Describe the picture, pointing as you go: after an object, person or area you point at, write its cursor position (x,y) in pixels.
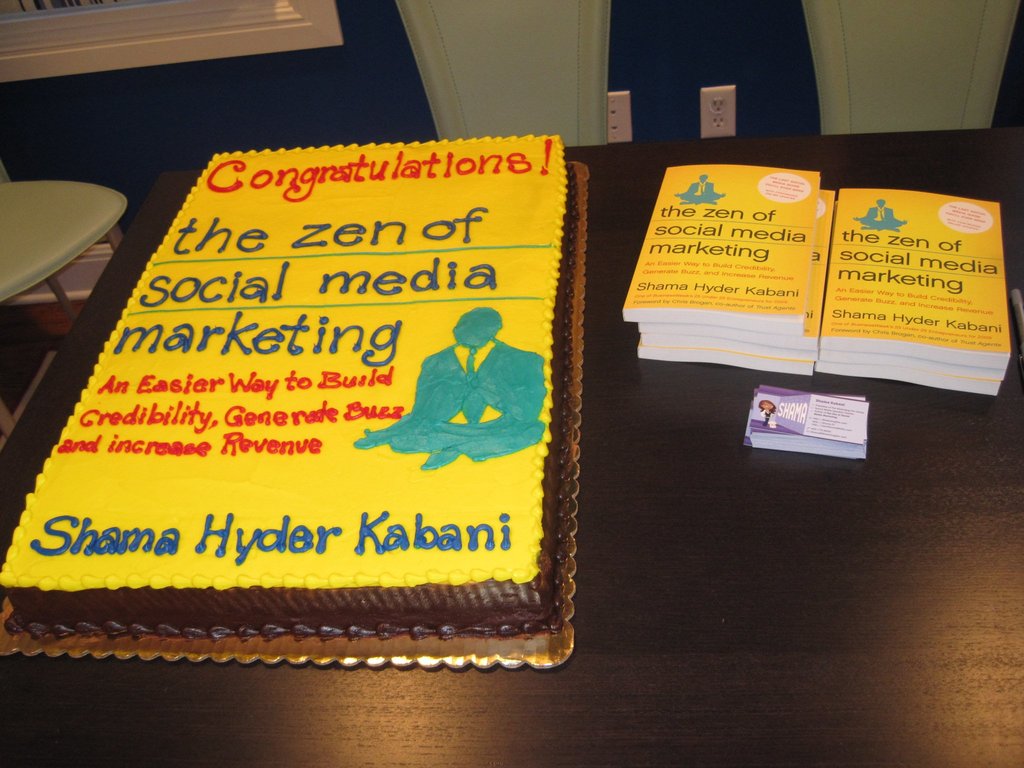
In this image there is one table (884,567) and on the table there is one cake (282,335) and books (787,306) are there, and in the top of the image (629,79) there is one wall (237,88) and some switch boards (624,112) are there. On the top of the left corner (57,47) there is one window (72,19). In the middle of the left there is one chair (44,245).
